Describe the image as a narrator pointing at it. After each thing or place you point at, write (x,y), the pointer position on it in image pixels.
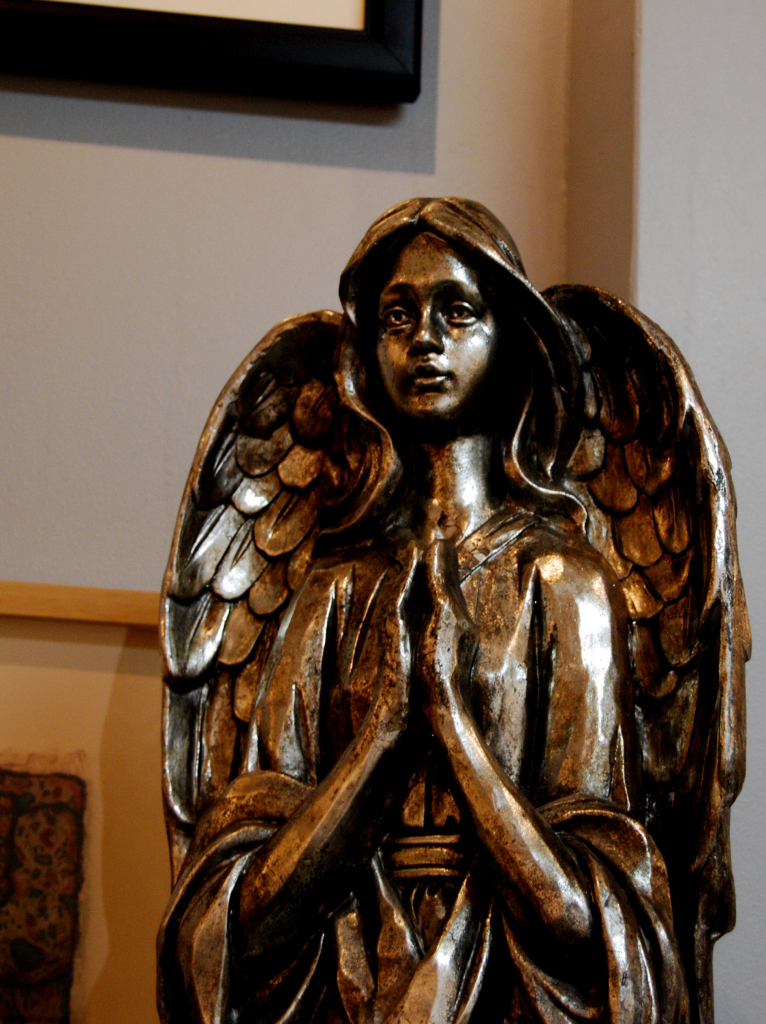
In this image we can see the depiction (525,403) of a woman (428,621) with the wings (623,402). In the background (259,215) we can see the wall (379,167) and also a frame (271,32).
